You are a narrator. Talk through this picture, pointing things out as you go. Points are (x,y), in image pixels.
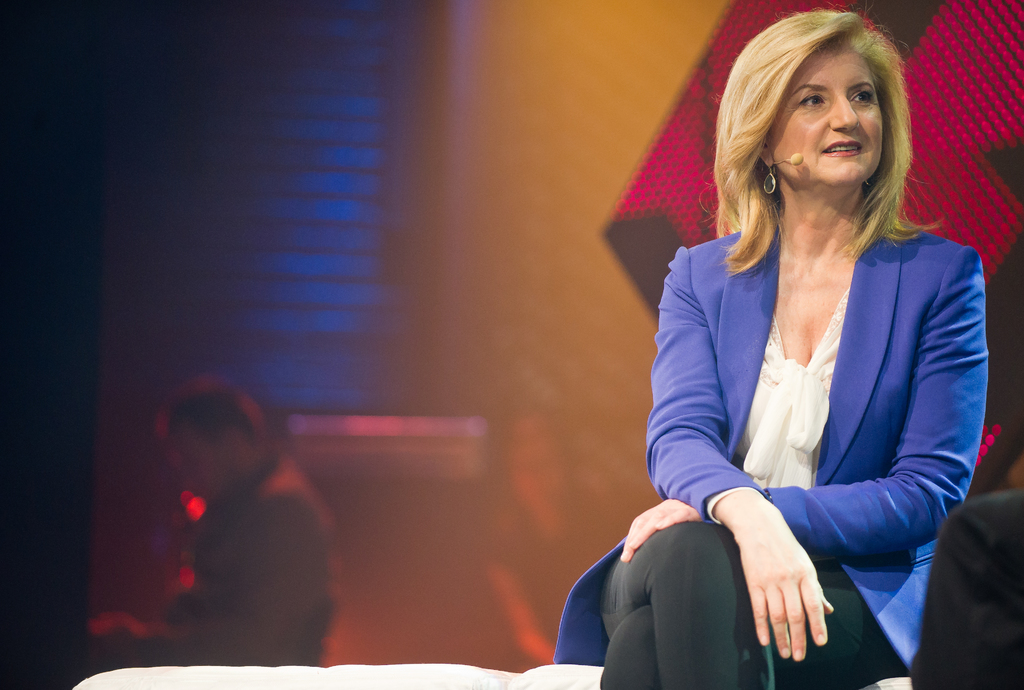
There is a lady (786,380) sitting and wearing a mic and earrings (770,185). In the back (449,274) it is blurred and a person (269,526) is there.
